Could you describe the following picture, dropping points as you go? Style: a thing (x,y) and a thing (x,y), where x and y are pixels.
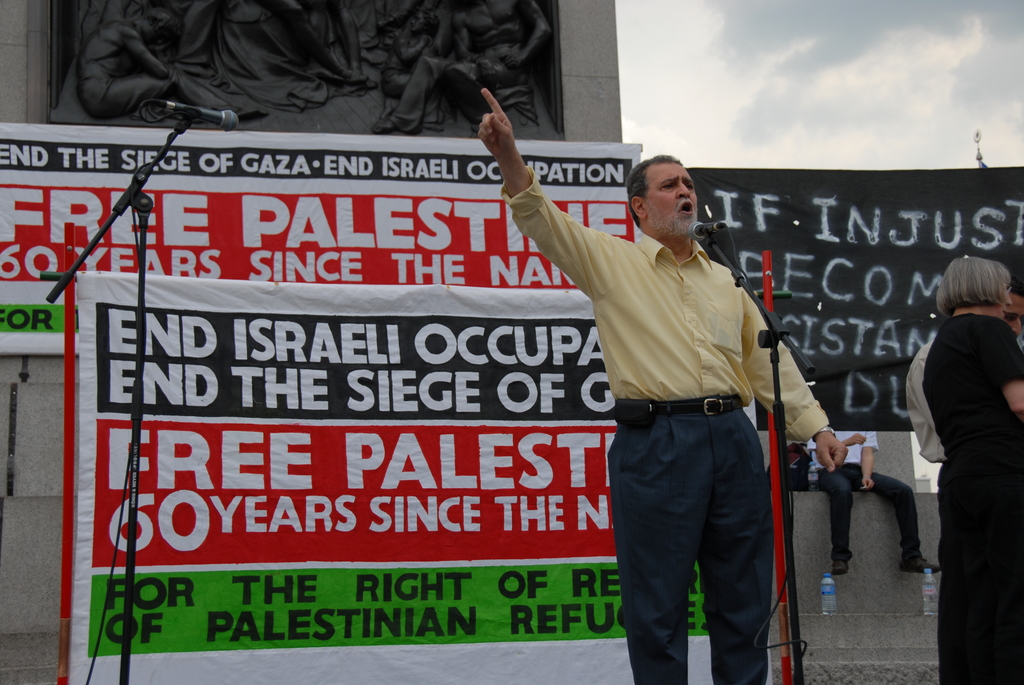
There are people (947,586) standing and this man (622,580) talking and we can see microphones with stands (789,557). Background (745,192) we can see banners (827,409), bottles (928,573) and there is a person (844,551) sitting.
